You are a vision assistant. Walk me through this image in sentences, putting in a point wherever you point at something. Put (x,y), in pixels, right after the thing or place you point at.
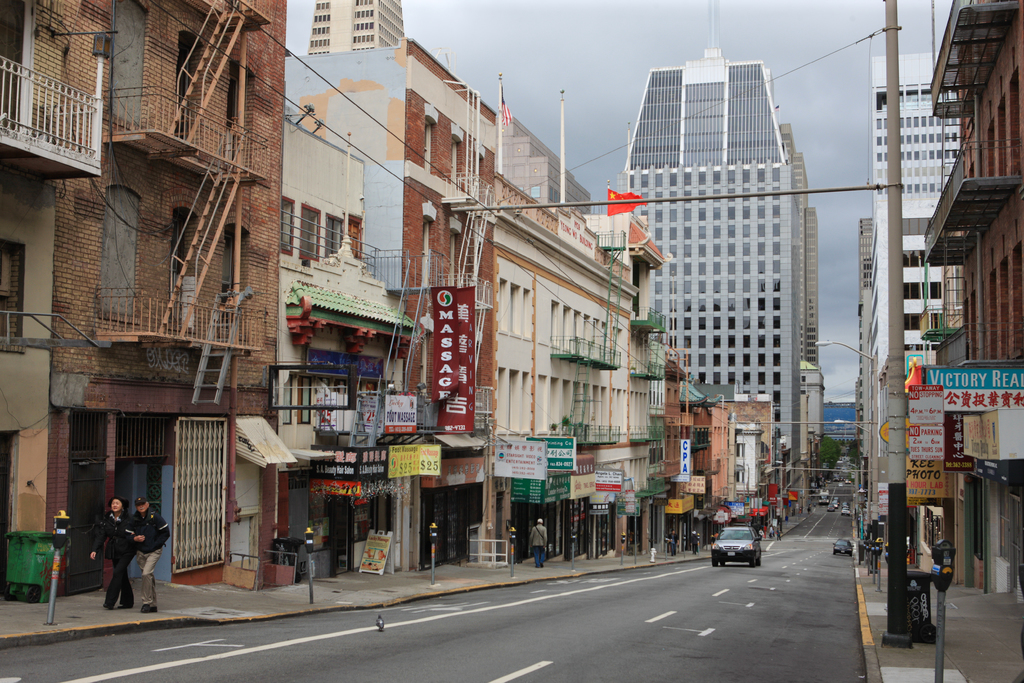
In this picture we can see vehicles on the road (738,652), beside this road (632,639) we can see people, buildings (705,299), posters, electric poles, trees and some objects (433,569) and we can see sky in the background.
